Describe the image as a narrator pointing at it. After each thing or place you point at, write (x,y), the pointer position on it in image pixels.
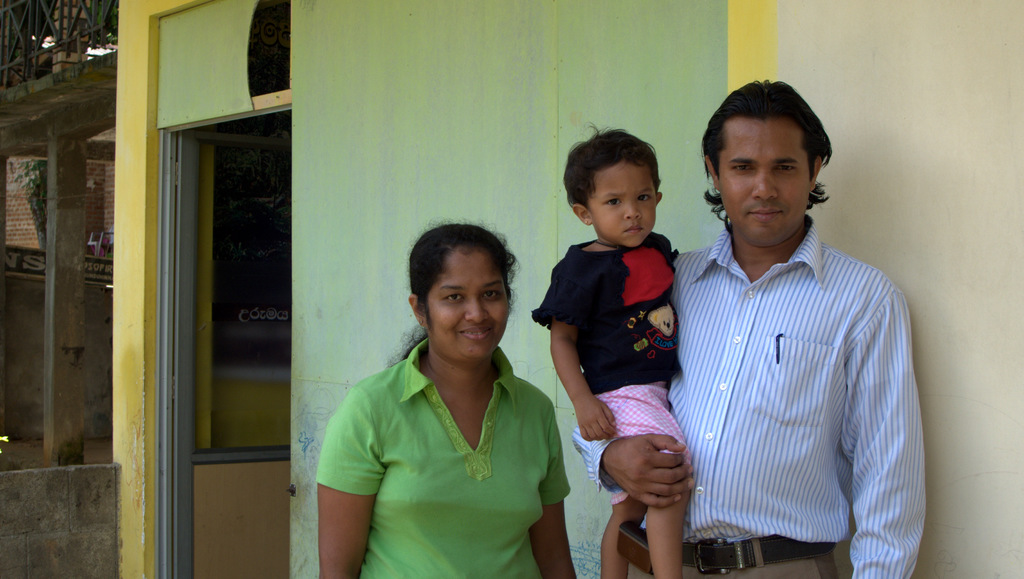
In this image I can see group of people (459,462) standing in-front of building (974,153).
